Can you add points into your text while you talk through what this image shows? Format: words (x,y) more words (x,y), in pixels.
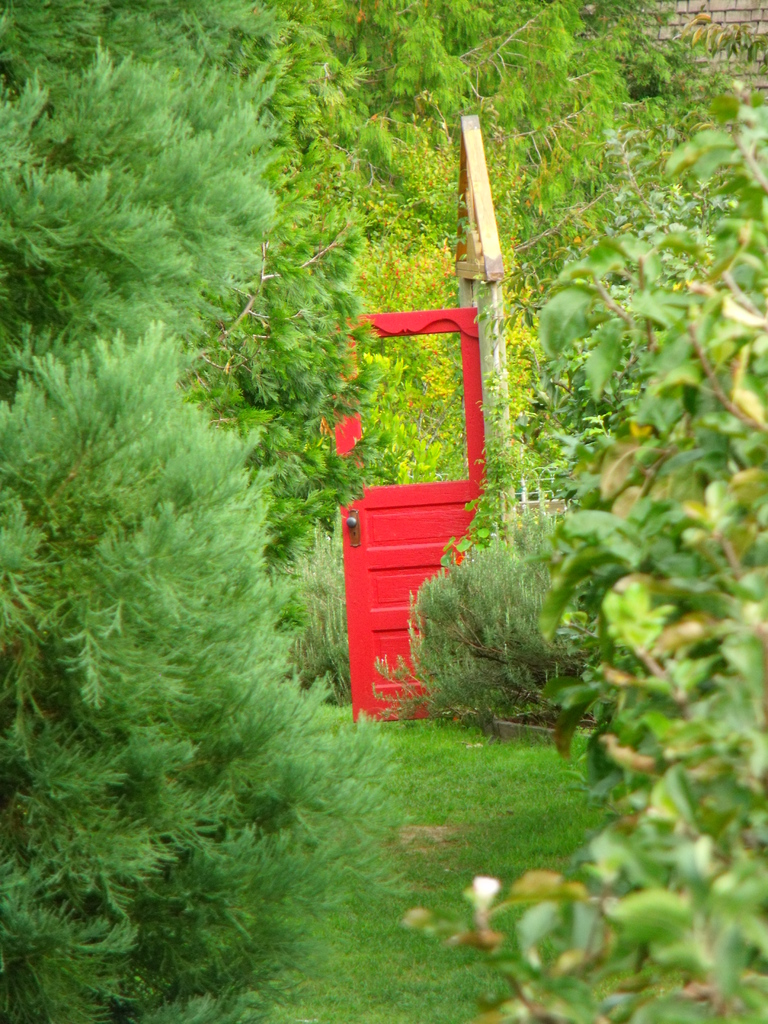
In this picture I can observe some grass (477,840) on the land (434,874). In the middle of the picture (412,527) there is a red color door (392,557). In the background (548,170) there are trees (229,305).
